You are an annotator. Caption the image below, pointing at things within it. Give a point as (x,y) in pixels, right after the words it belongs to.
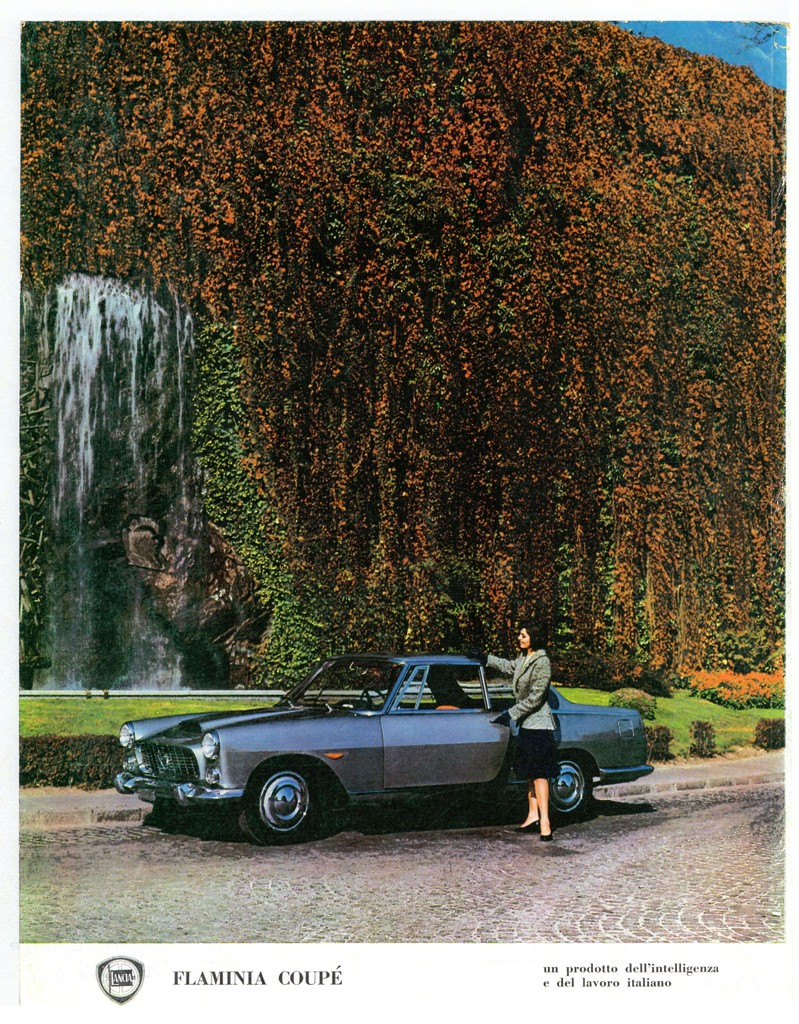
In this image, we can see a poster (468,719). Here a woman (551,725) is standing near the car (352,773). This car (311,813) is parked on the road (321,871). Background (192,587) we can see so many trees (459,490), plants (280,417), grass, waterfall (73,358). At the bottom of the image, we can see some text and symbol (113,983).
